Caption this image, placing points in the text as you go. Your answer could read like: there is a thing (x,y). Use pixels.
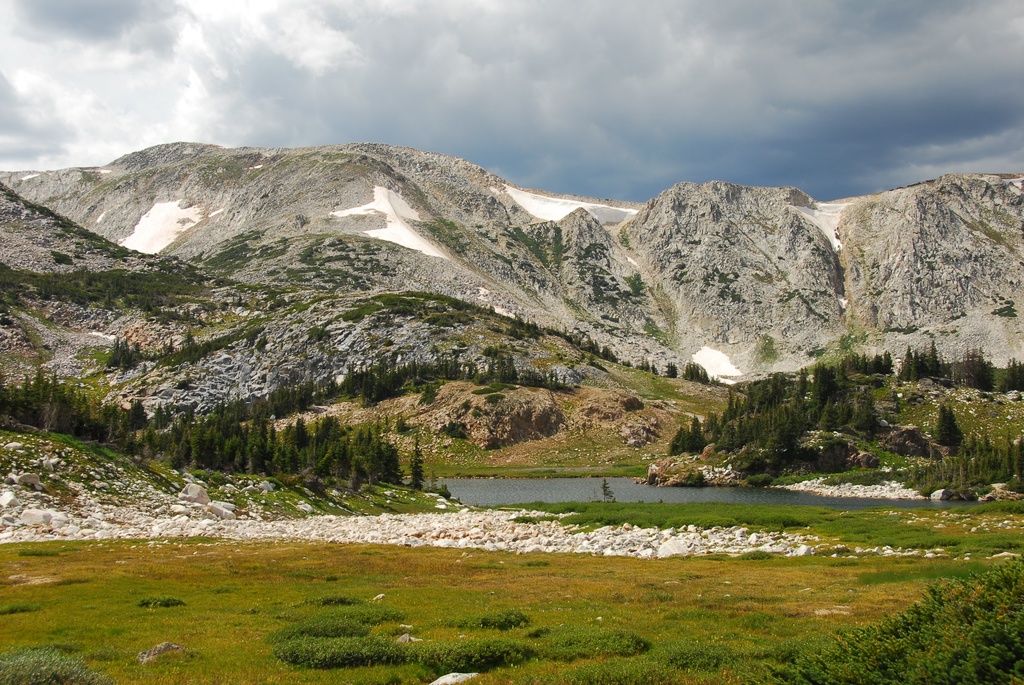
This picture shows hill (908,238) and we see water (472,484) and grass (376,559) on the ground (873,594) and we see few plants (909,616) and trees (293,408) and a cloudy sky (513,88).
